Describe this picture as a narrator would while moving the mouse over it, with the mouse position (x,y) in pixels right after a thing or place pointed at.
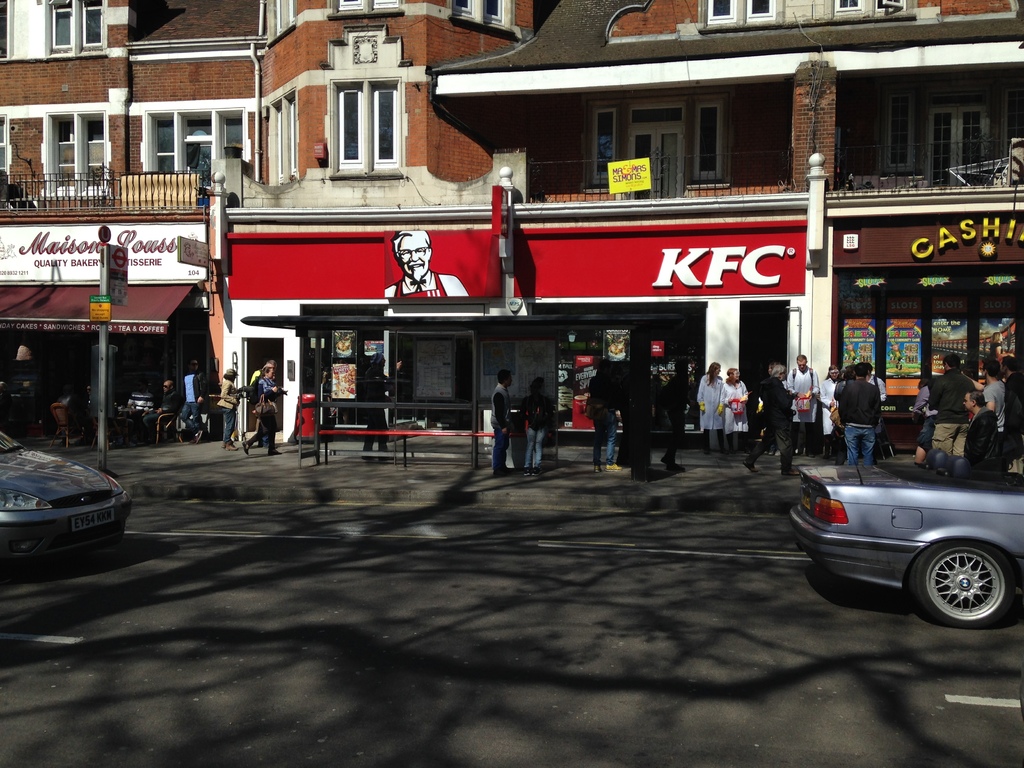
In the picture I can see people (498,415) on the ground (256,450). I can also see vehicles (895,488) on the road (287,560). In the background (566,236) I can see buildings (516,116), boards (466,241) on which I can see logo (408,288) and something written on them. I can also see poles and some other objects (431,383).
